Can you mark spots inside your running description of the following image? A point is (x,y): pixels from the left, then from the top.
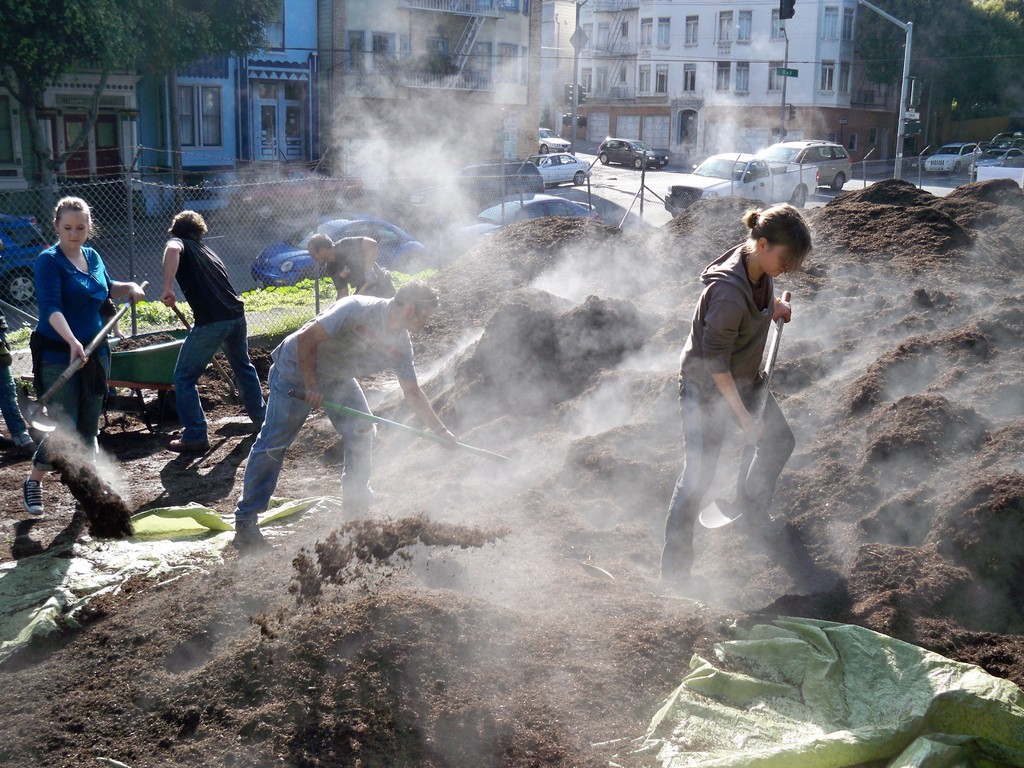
In the picture we can see a mud (985,443) and some people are clearing it and behind them, we can see a cart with some mud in it and behind it, we can see a fencing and behind it, we can see some plants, road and some cars (798,178) on it and we can also see some buildings (714,95) and near to it we can see some trees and some poles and into the buildings (541,86) we can see the windows (688,69) with glasses (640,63) to it.
